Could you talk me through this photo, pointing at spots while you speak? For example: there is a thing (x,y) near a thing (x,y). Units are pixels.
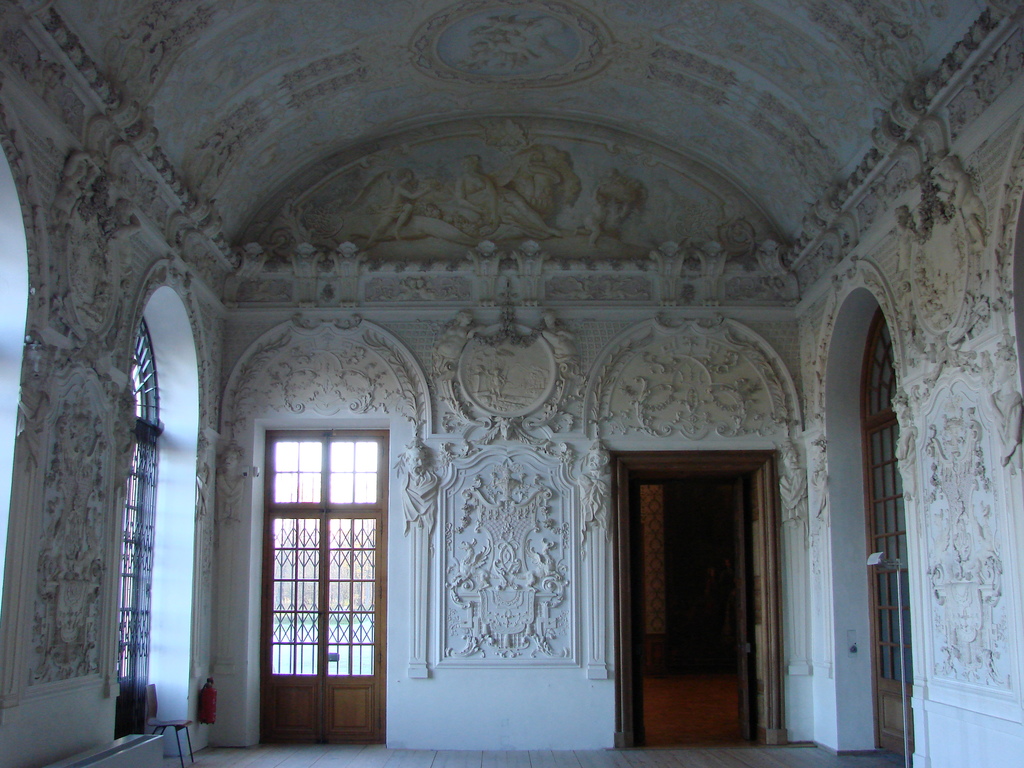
This picture might be taken inside the room (845,766). In this image, on the right side (878,442), we can see a door (880,712). In the background (675,564), we can see two doors (302,525) and a wall (117,552) with sculptures (397,464). At the top (463,16), we can see a roof (656,69).
